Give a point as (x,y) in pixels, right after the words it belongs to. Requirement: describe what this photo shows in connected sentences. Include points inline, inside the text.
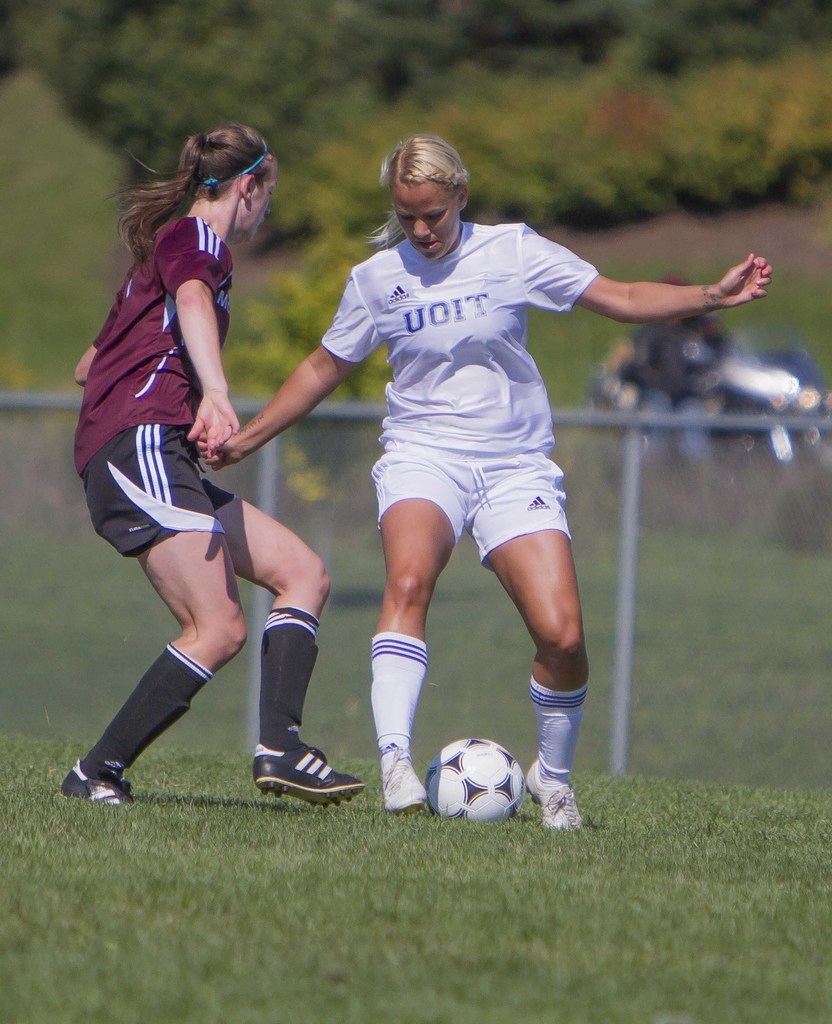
In this image two woman (215,394) are playing football trying to kick the football (466,779) on a grassy land (296,827). Backside there is a fence (672,489). Background of image (682,119) are having plants (601,182).
